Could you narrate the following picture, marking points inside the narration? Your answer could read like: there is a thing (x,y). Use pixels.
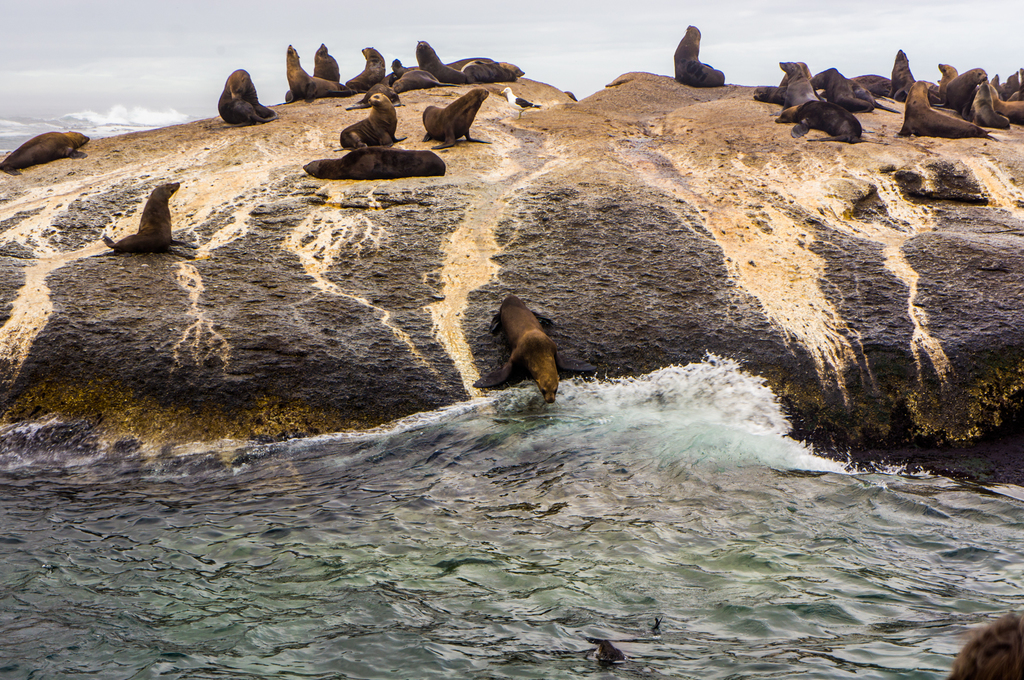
This picture is clicked outside the city. In the foreground (424,466) there is a water body (890,544). In the center (363,260) we can see the group of sea lions (917,133) sitting on the rock (486,247) and there is a bird (519,98) standing on the rock (534,139). In the background (607,23) there is a sky (544,21).
